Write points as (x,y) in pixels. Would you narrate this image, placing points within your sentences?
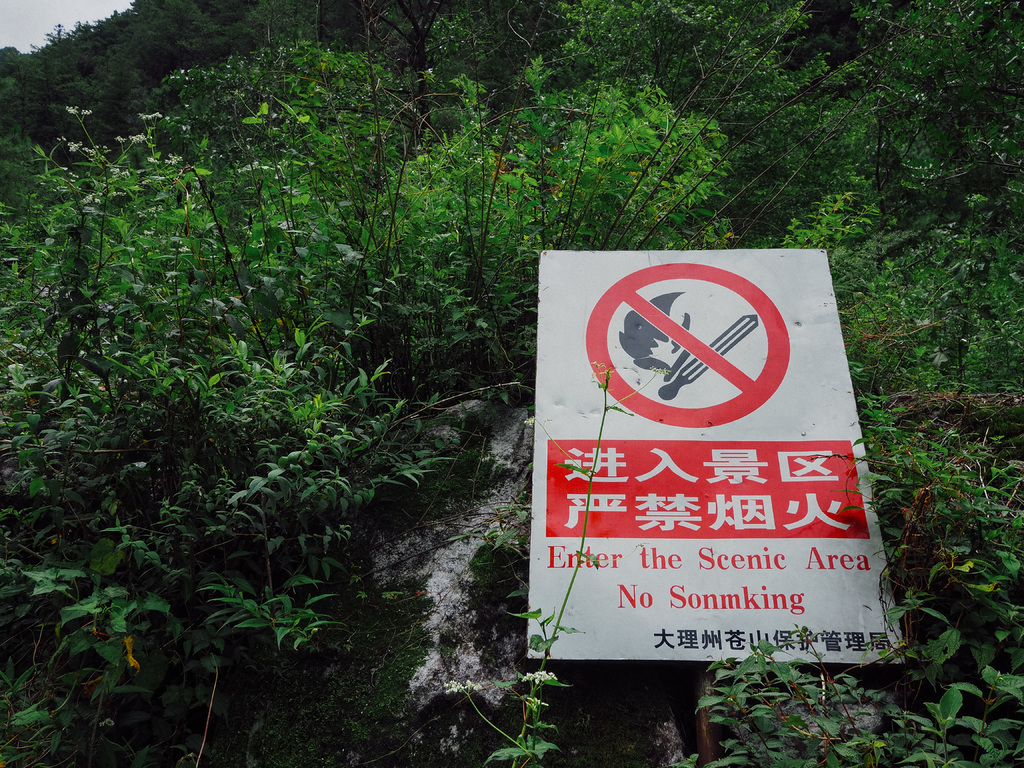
In this image we can see a sign board (678,378) and so many plants (225,269).
